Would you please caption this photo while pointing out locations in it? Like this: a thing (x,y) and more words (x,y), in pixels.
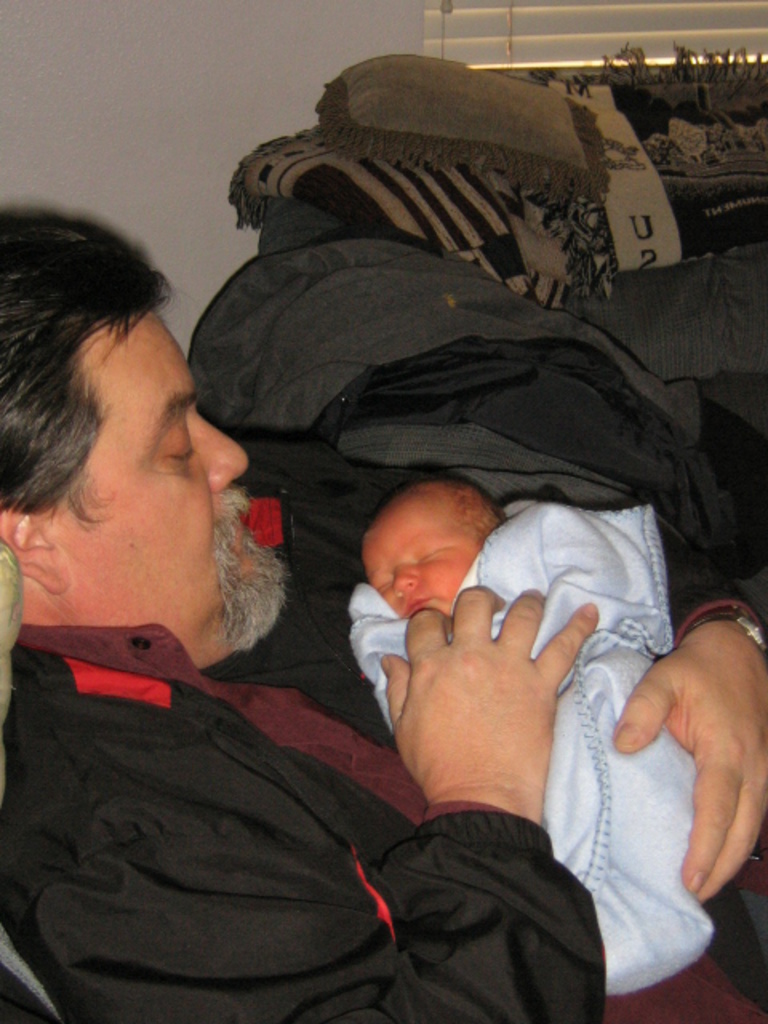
In this image I can see a man (310,681) is holding the baby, he wore black color coat (205,803). There is a white color cloth (616,711) on this baby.
